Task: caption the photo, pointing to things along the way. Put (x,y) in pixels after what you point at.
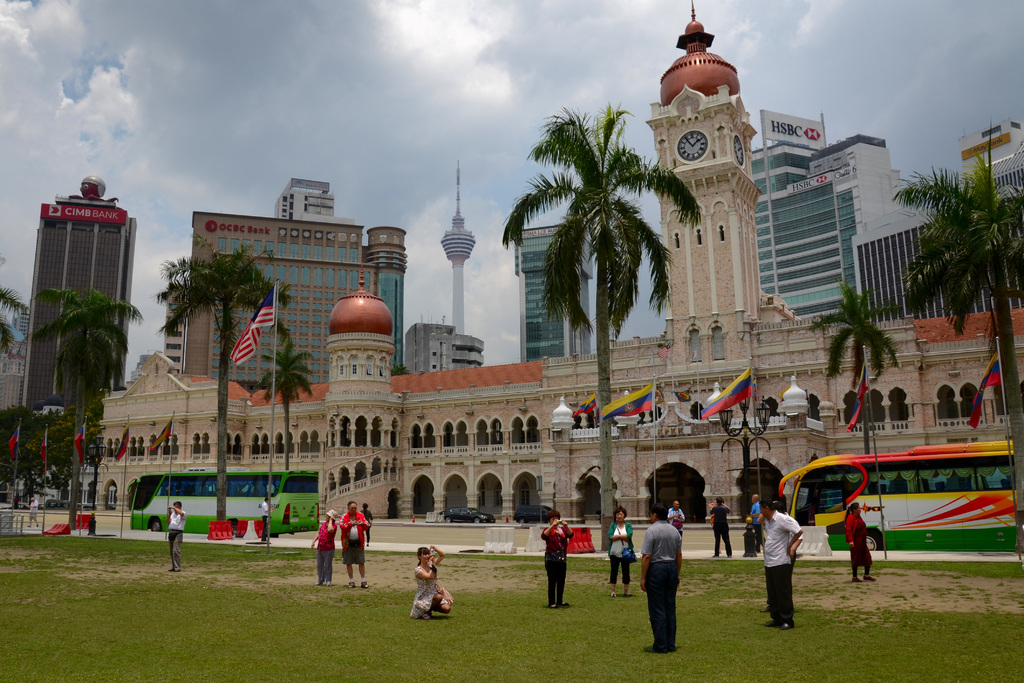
In this image, I can see the buildings (739,343), trees (597,317) and vehicles (918,511) on the road (455,542). In front of the buildings (339,491), I can see few people (345,544) standing on the grass (483,625), a person (444,613) in squat position and flags (245,351) hanging to the poles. In the background (46,132), there is the sky (520,104).
